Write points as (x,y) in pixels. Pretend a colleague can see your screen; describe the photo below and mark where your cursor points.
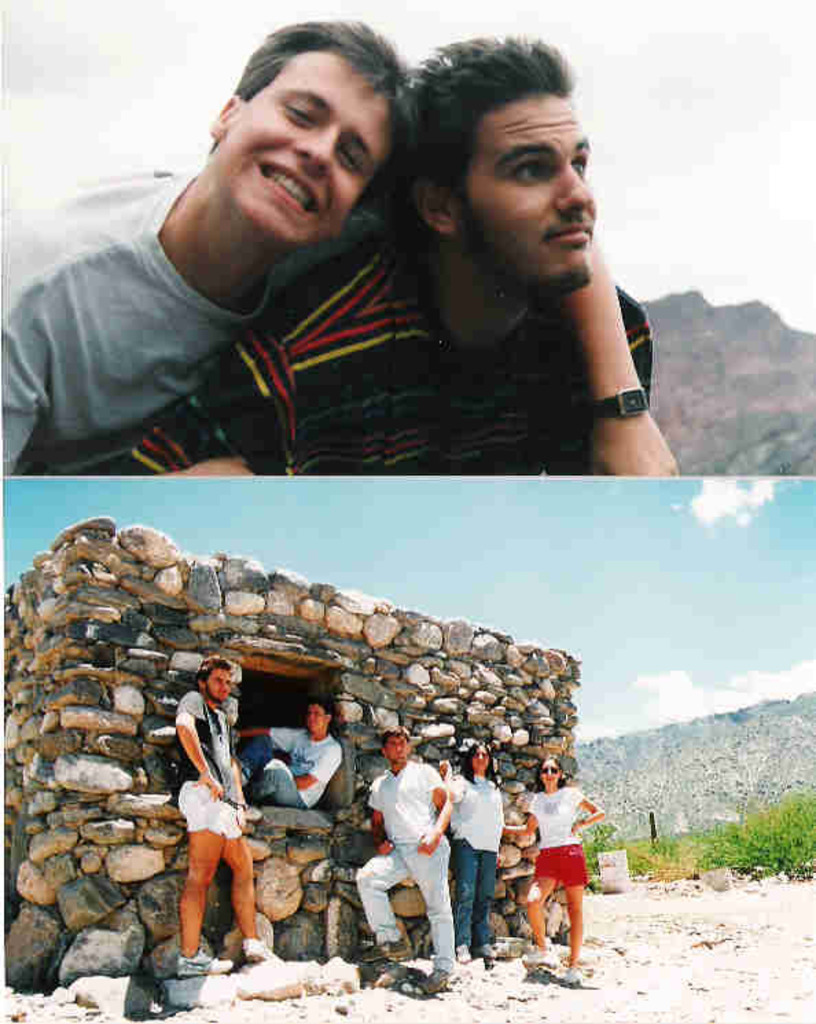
In the image we can see collage photos, in the top (335,299) image we can see two boys (391,366) wearing clothes (376,364) and the left side man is wearing a wrist watch (634,398). In the bottom (420,851) image we can see four people (472,870) standing and one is sitting, they are wearing clothes (324,758) and some of them are wearing shoes (391,944). Here we can see wall (85,821), stones (287,939), hill (700,769) and the sky (660,638).
